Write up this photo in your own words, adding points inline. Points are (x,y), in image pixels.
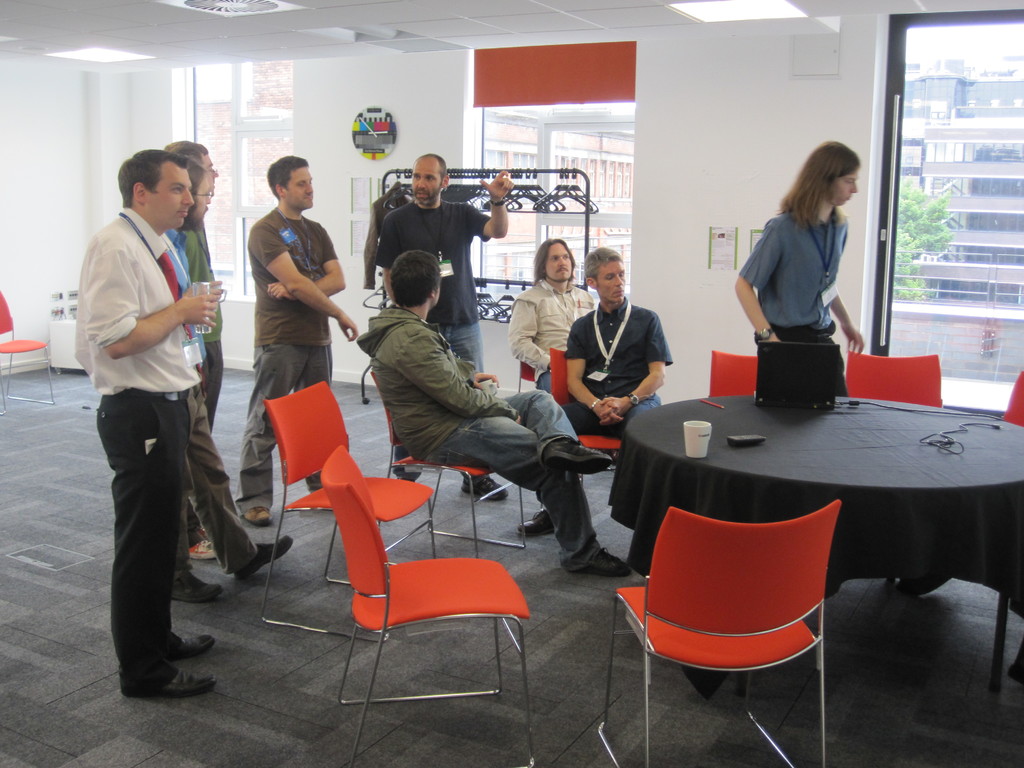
In this image I can see group of people (314,351) among them some are standing and some are sitting on the chairs (560,397). I can also see some empty chairs (828,518). Here I can see a table (837,462) on which I can see a glass (706,450), laptop (830,404), wires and other objects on it. In the background (719,126) I can see a wall (695,128) which has some objects (393,122) attached to it. Here I can see windows (582,160) and buildings (612,200). I can also see lights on the ceiling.
